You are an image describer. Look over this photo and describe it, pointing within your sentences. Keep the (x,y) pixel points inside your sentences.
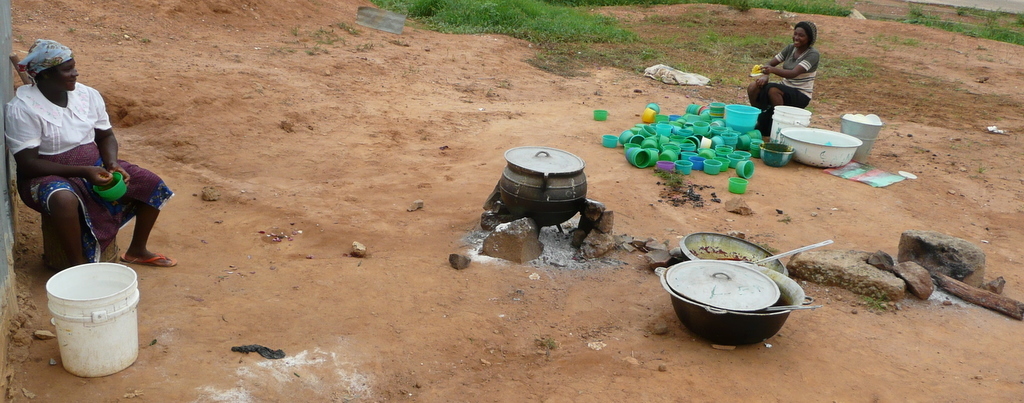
In this image on the left side (65,163) there is one person (82,164) who is sitting, and she is holding bowls (113,185) and beside her there is one bucket (75,277). In the center (590,228) there are some rocks (487,211), ash powder (553,239) and vessels (545,191). And in the background (763,83) there is another person (789,81) who is sitting and she is washing the utensils (705,127), in front of her there are buckets (864,136) and bowls (720,144). At the bottom (710,345) there is sand (926,328) and some rocks (901,265) and one wooden stick (958,294) on the right side (1022,307), and in the background (1005,33) there is grass (971,33).
